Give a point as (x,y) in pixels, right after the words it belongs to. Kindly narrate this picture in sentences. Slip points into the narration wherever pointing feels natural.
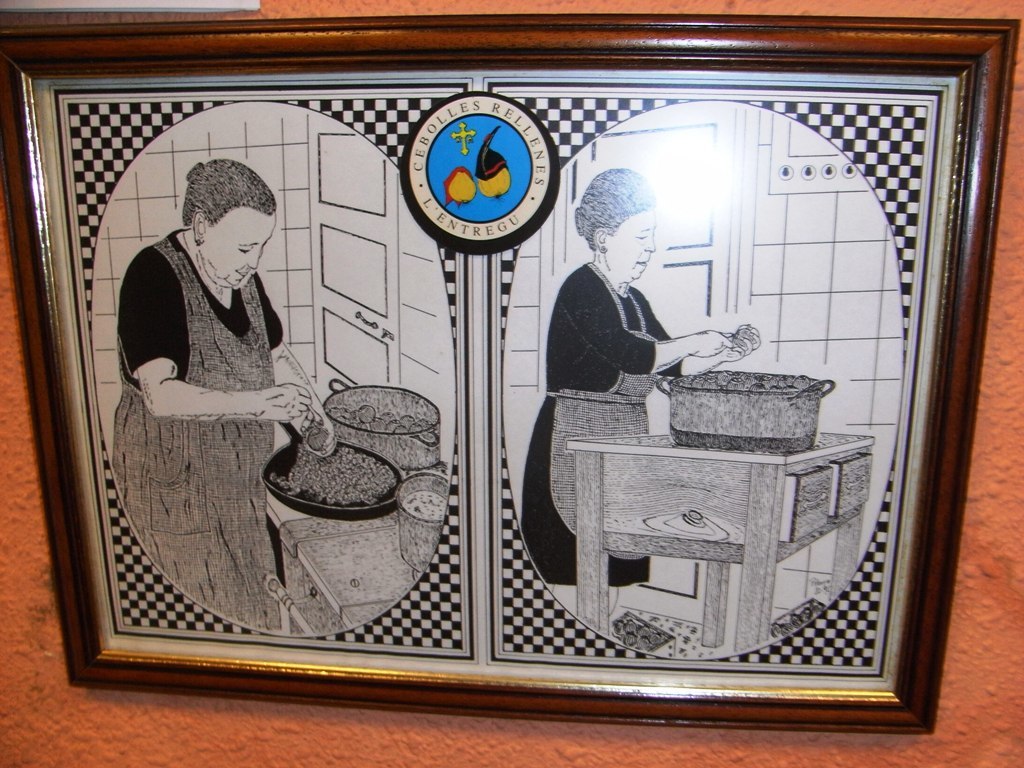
In this picture, we see a photo frame (656,449) in which woman (260,353) in the black dress (569,553) is cooking. This photo frame (401,151) is placed on the red color wall (92,711).
